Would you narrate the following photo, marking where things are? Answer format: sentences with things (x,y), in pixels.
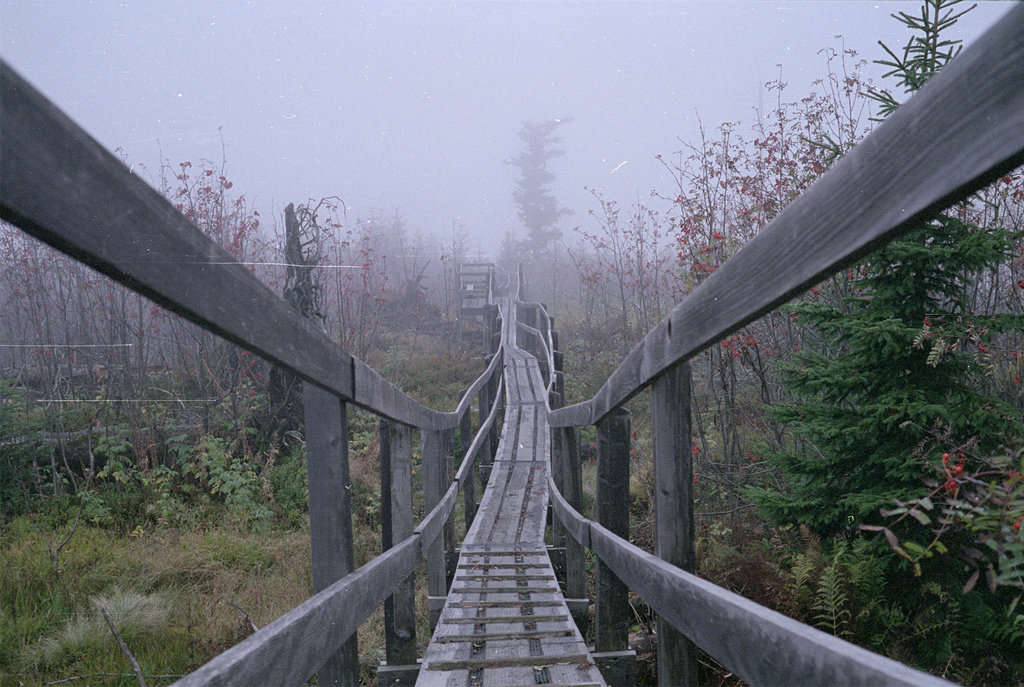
In this picture there is a bridge (506,567) which is constructed across a forest (158,472). On either side of the bridge (474,641) there is a wooden railing (361,396). We can observe trees (772,461), plants (188,511) and some grass (159,575) on the land (189,587) under the bridge (513,498). And in the background (286,106) we can observe some fog (476,167) and sky (520,96) here.
